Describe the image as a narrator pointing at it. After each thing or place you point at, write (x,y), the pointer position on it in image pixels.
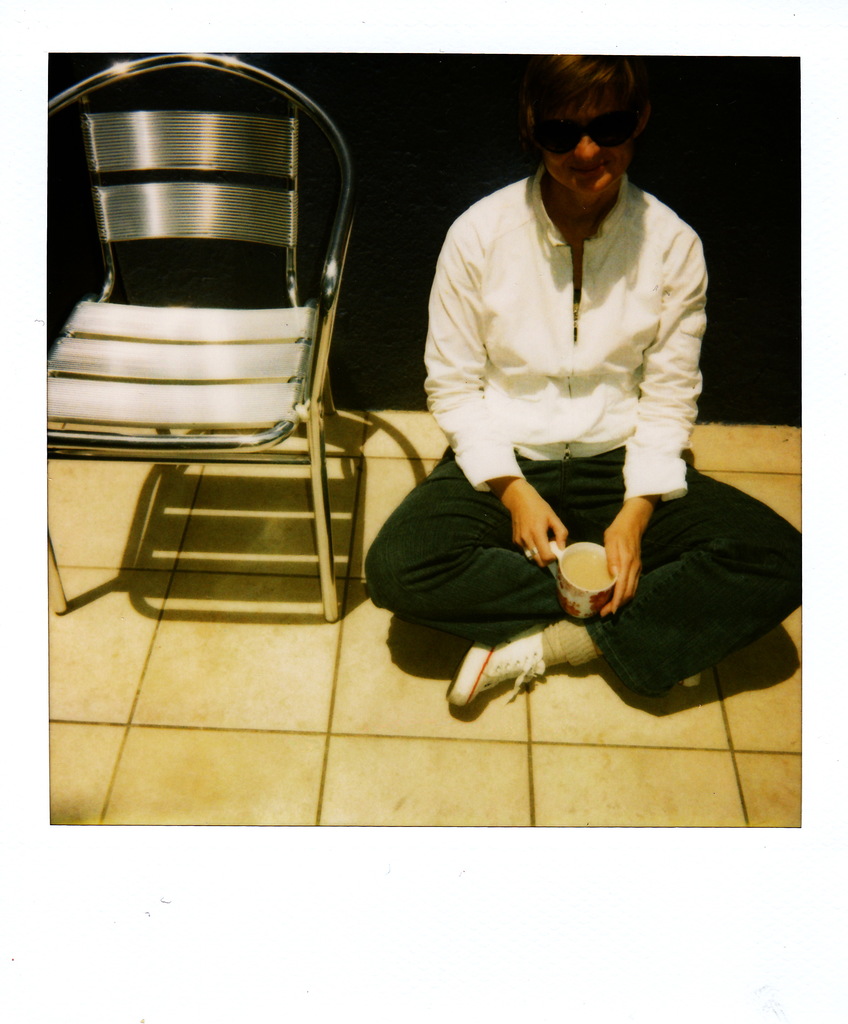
In this picture we can see a person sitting on the floor (529,739), he is holding a cup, beside to him we can see a chair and in the background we can see it is dark.
